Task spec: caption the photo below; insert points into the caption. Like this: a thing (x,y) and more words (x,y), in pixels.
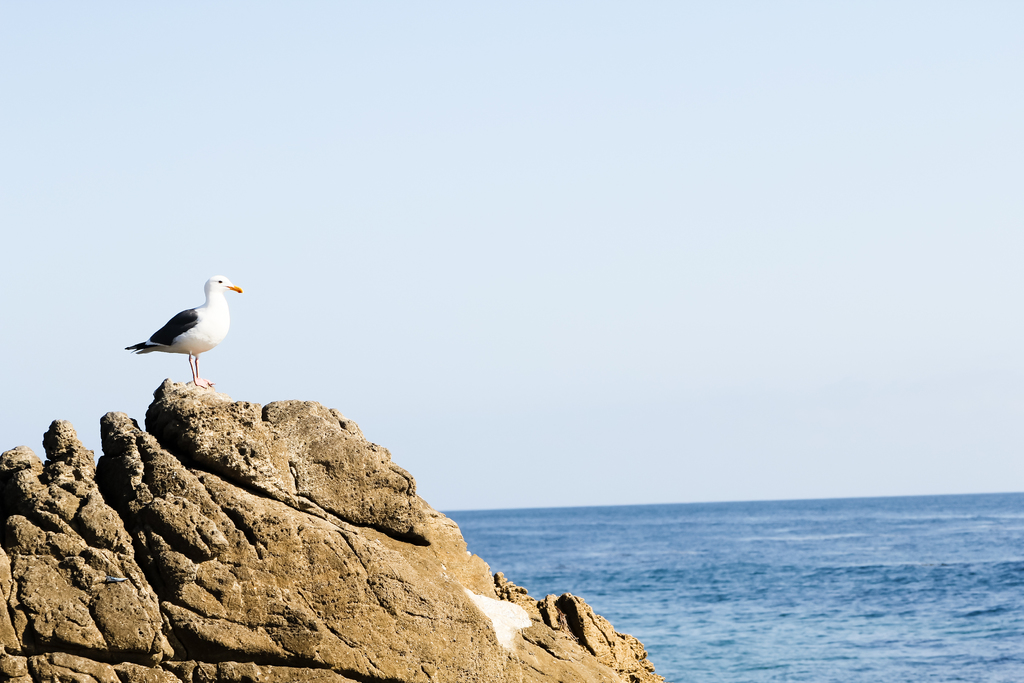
In this picture, on the left side (184,492), we can see a bird (211,335) standing on the rocks (206,560). On the right side (866,510), we can see a water (712,671) in an ocean (873,589). In the background (515,195), we can see a sky (728,273).
